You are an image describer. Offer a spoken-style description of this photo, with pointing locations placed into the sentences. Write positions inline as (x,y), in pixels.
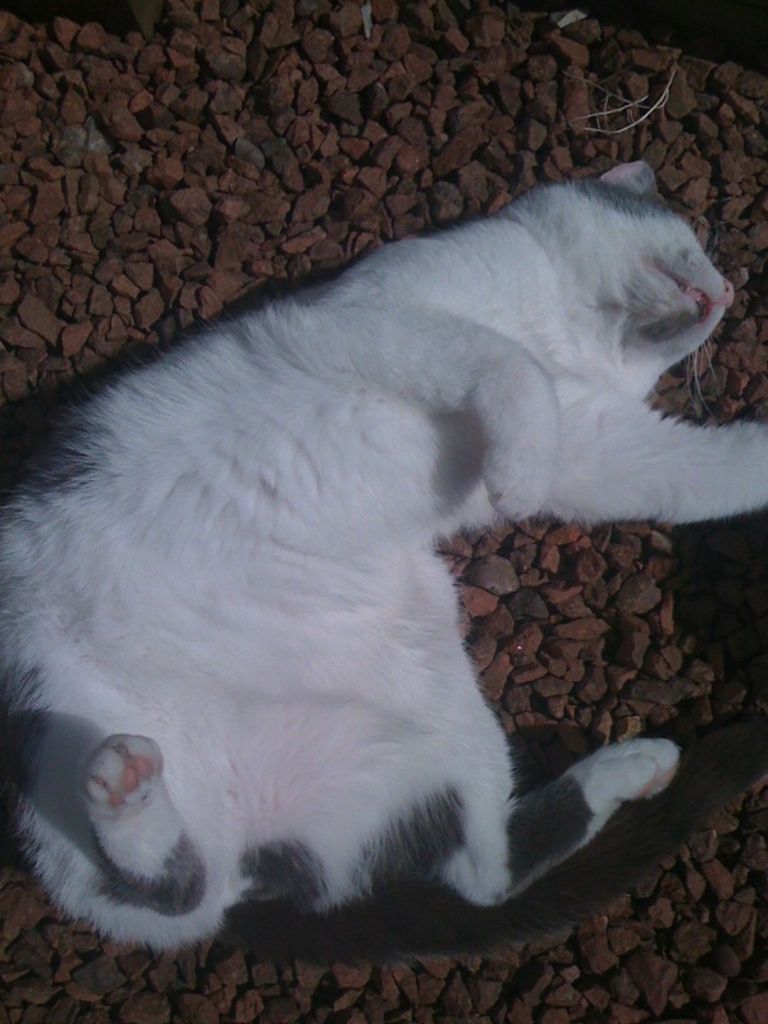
In this picture there is a cat (248,932) lying on stones (601,649).
